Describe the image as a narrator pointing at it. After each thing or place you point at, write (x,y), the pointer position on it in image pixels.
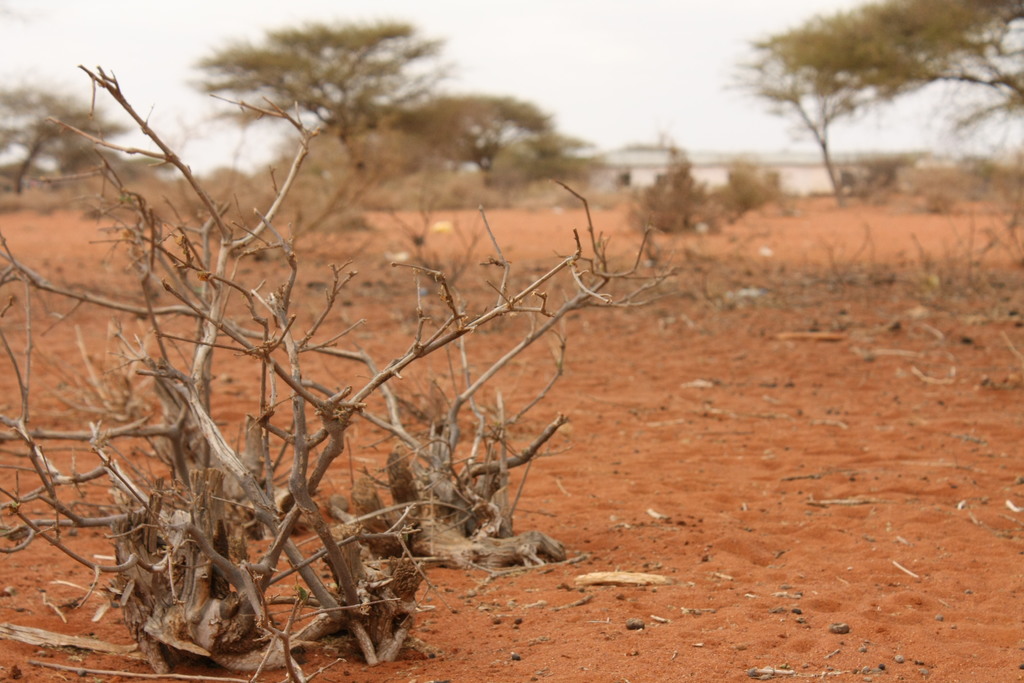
In this image, we can see trees (453,137) and twigs (54,293). At the top (500,76), there is sky (581,98) and at the bottom (713,534), there is ground (707,541).
